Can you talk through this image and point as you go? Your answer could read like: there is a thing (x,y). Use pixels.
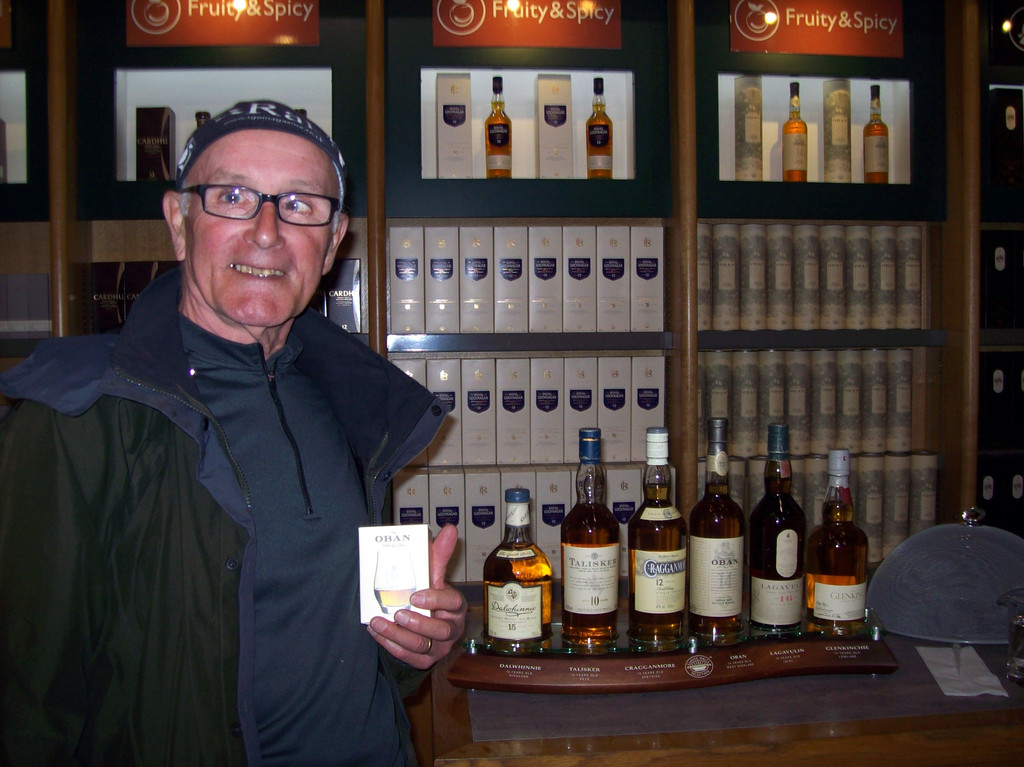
In this image I see a man (206,307) over here who is holding a thing (426,552) in his hand (439,549) and I see few bottles (597,523) over here. In the background (557,516) I see number of boxes (841,158) and few bottles (510,139) and I see something is written and I see the lights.
